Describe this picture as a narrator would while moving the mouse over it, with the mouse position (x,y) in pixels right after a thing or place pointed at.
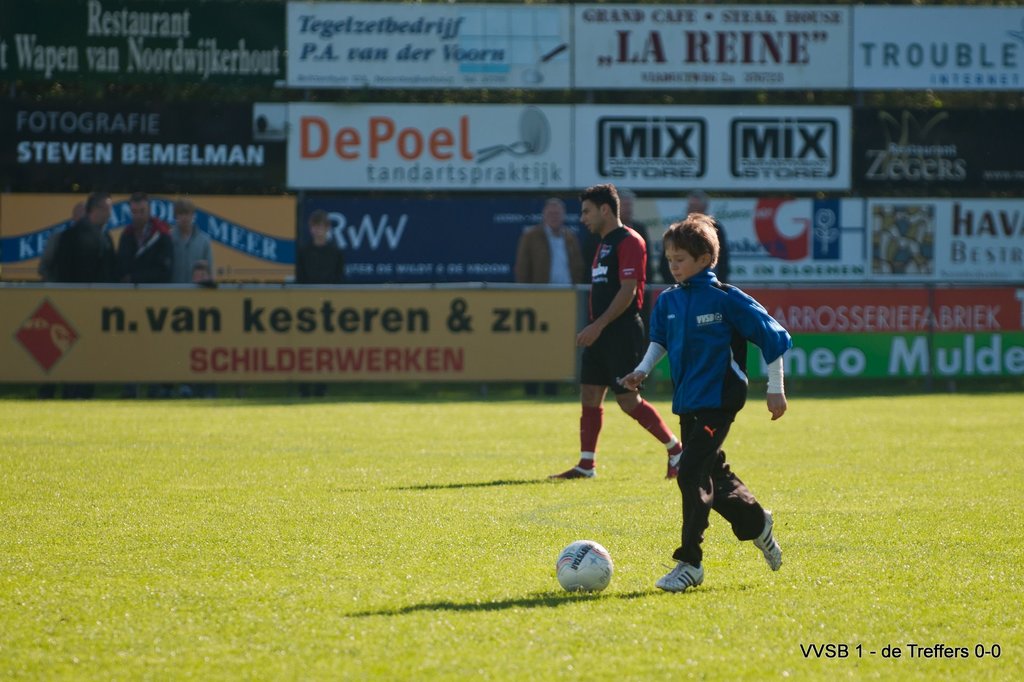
In this picture there are two people (597,300) playing football. In the background (168,268) there are also spectators (130,239).
